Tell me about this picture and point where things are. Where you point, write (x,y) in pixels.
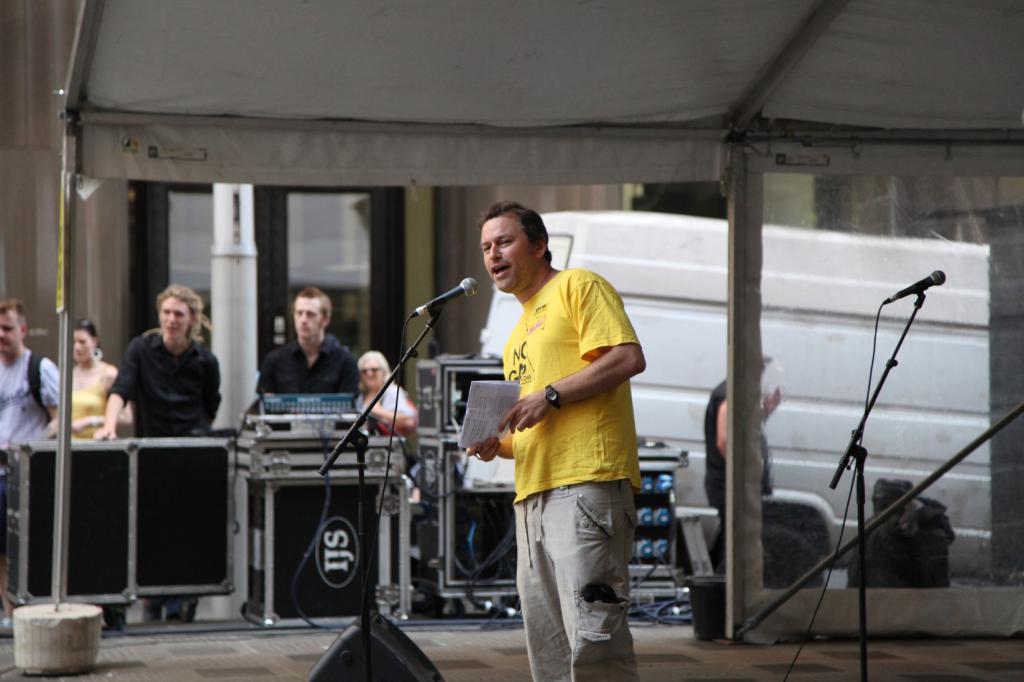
At the center of the image (570,407) we can see there is a person (542,470) holding some papers (500,401) and standing in front of the mic (416,306), behind him there is another mic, beneath the tent (652,117). In the background (201,341) there are a few people (159,372) standing in front of some sound equipment (329,492).
